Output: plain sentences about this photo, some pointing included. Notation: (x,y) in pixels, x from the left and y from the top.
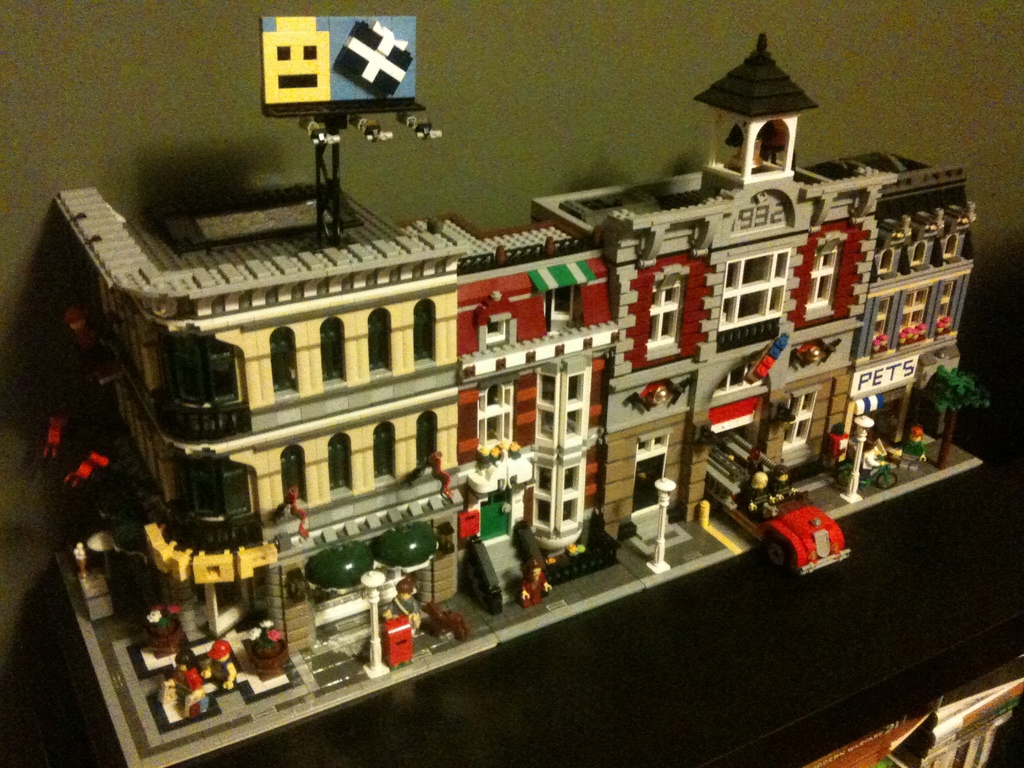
In this image we can see a model of a building (688,544) on the black color surface (782,649). We can see books (928,736) in the right bottom of the image (860,762). In the background (595,133), there is a wall (1017,324).
